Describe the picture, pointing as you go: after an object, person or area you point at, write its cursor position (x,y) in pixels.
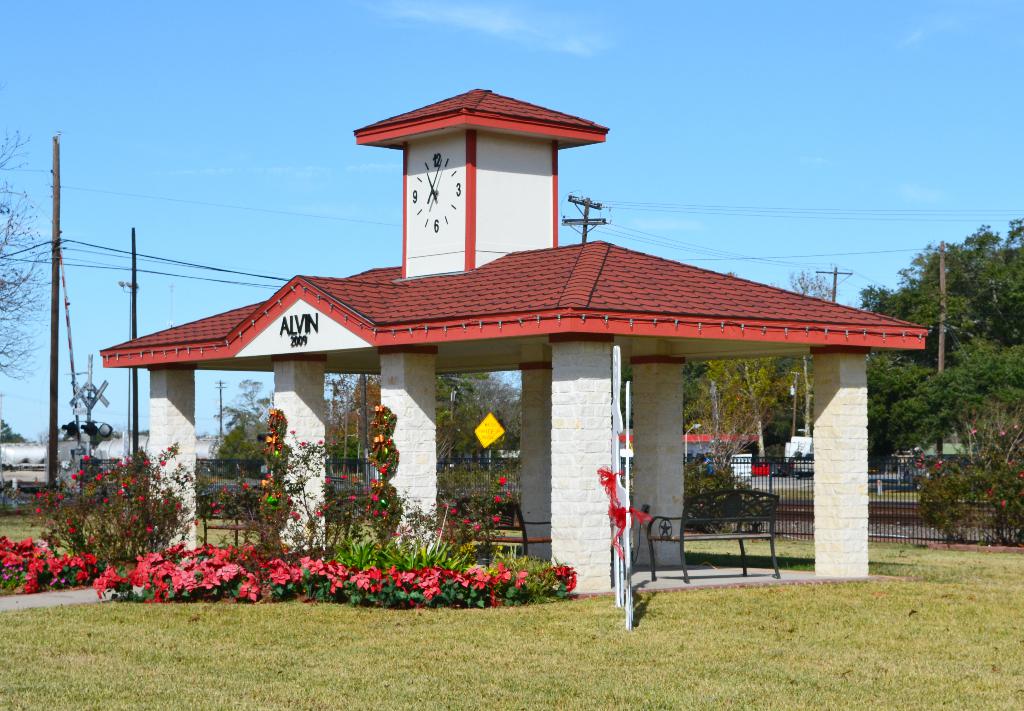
In this picture we can see buildings (371,310), chairs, fence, plants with flowers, trees (511,406), electric poles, name board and some objects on the ground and we can see sky (645,180) in the background (712,107).
